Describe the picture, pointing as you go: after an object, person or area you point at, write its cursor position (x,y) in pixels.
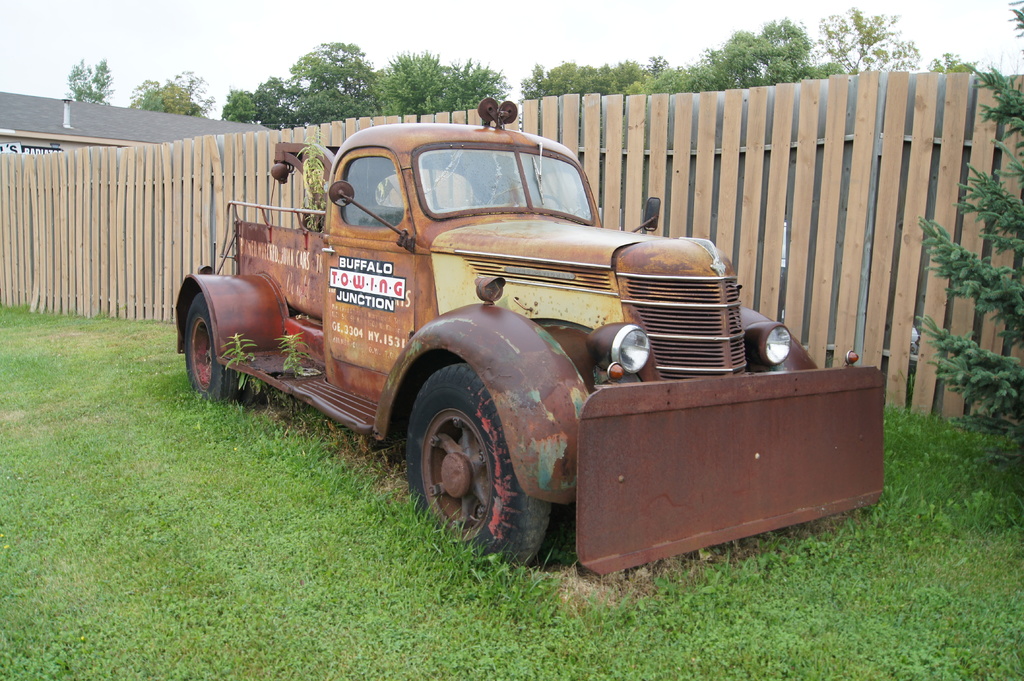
In the foreground of this image (465,379), there is a vehicle (600,401) on the grass (312,623) and there is a wooden railing (717,145), trees (991,309), a building (204,122) and the sky (269,50) in the background (248,48).
